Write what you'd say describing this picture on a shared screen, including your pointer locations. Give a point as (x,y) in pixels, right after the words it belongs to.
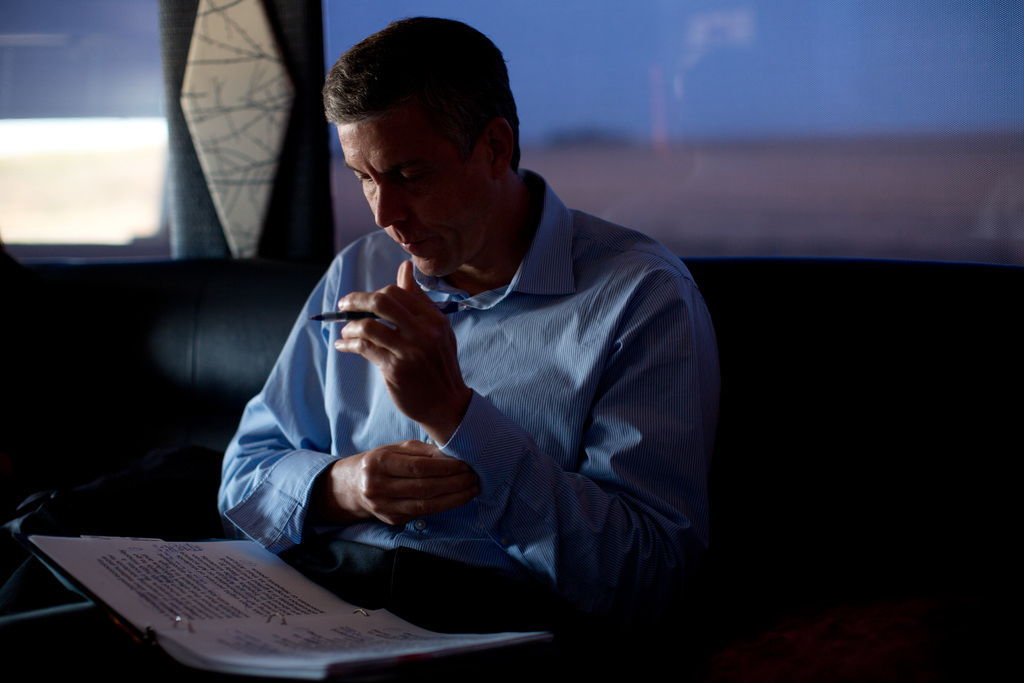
In this picture I can see a person (429,414) sitting on the couch (723,479) and holding pen (334,318), he is watching into the book (287,628) which is placed on his lap (336,553), behind we can see glass window (711,132) to the wall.
